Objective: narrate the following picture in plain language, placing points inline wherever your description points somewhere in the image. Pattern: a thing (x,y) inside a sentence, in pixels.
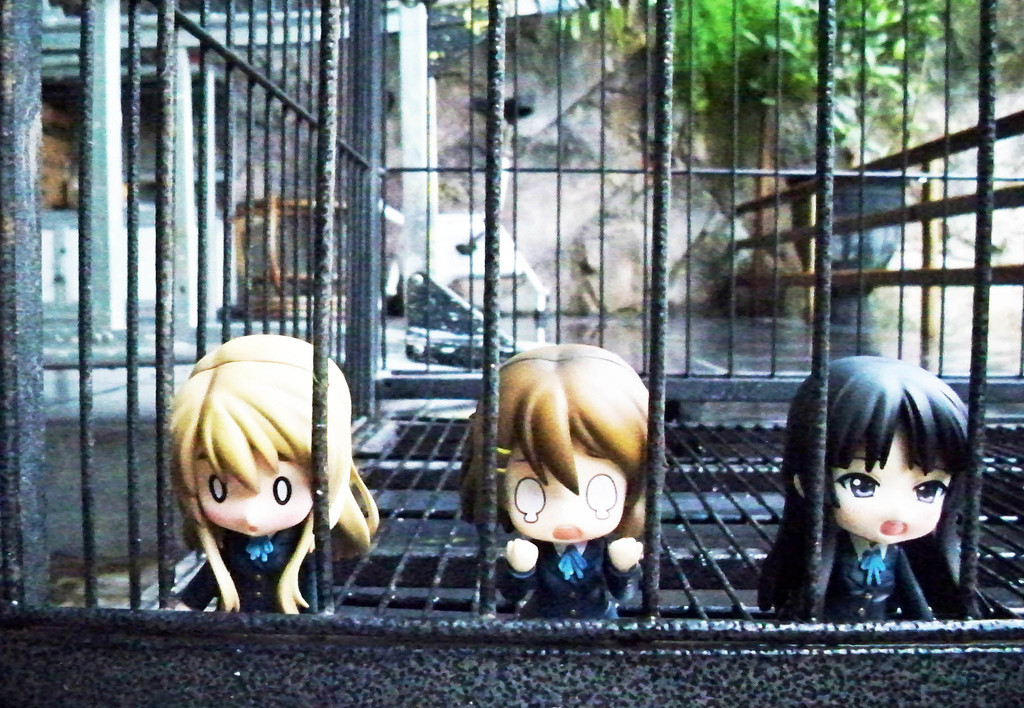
In this image we can see toys (617,477) in the cage (463,411). At the bottom of the image (353,667) there is metal grill (308,666). In the background of the image (589,77) there is wall (544,81), tree (742,81) and a black color object (842,215).
